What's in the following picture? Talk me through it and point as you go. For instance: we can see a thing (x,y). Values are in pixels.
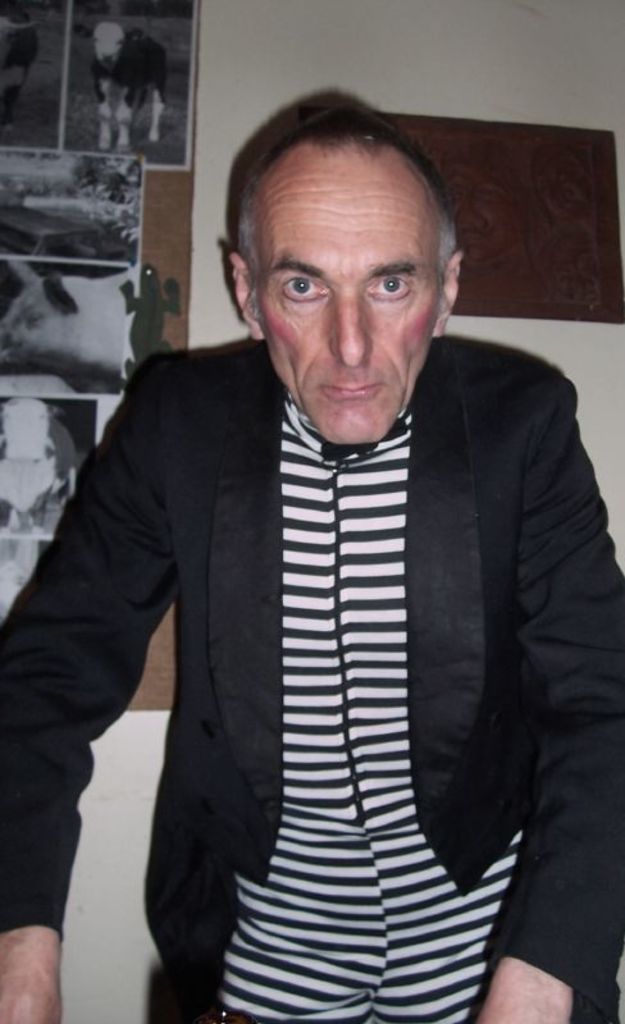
In this image we can see a person (457,546) wearing black coat (441,542) is standing on the floor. In the background (128,60), we can see group of photos (137,183) on the wall (591,110).
